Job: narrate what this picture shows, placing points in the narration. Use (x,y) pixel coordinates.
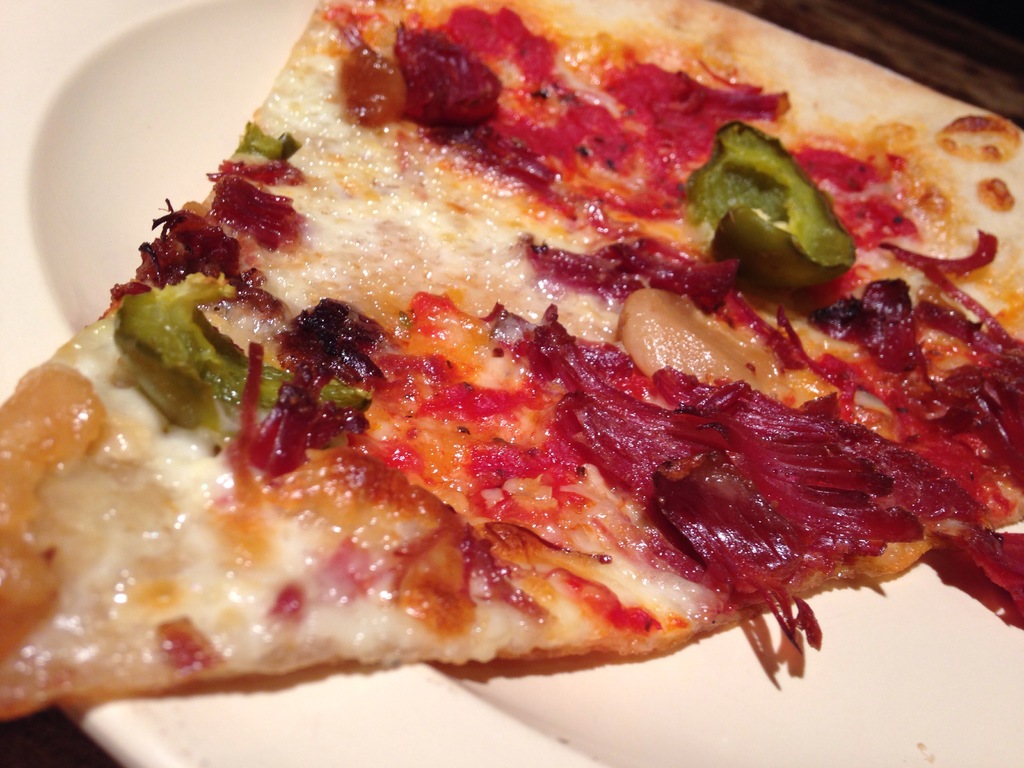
In this image there is a food item (565,346) on the plate (523,690).
